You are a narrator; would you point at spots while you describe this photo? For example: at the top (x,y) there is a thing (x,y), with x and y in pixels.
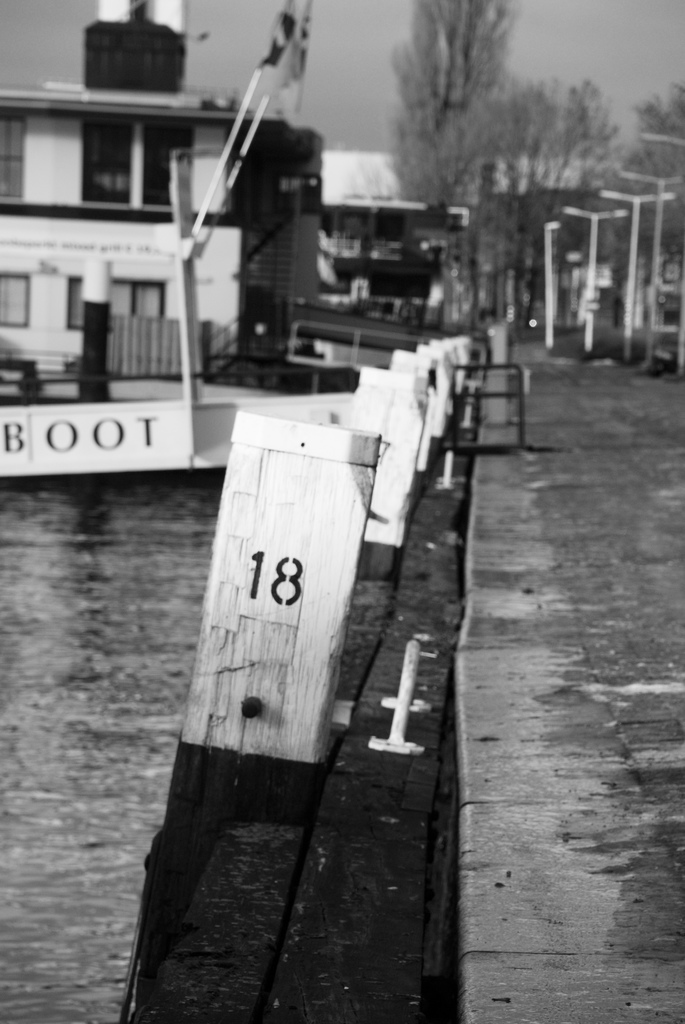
In this image we can see a boat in a water body (135,787). We can also see some poles (188,835), a group of trees (484,263), a building (431,310) and the sky (375,132).
